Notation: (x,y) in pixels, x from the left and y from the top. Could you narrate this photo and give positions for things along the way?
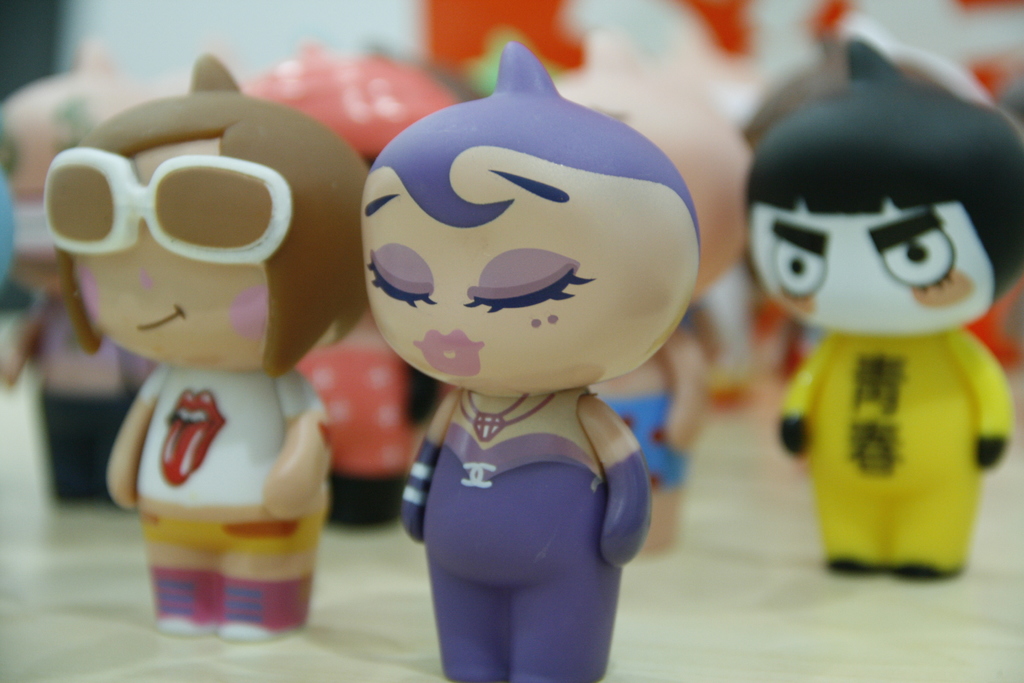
In this image there are different toys (561,299) kept one after the other. In the middle (536,443) it seems like a girl toy (505,424), beside it there is another toy (191,293), which has the spectacles (168,243) on its face (145,231).
